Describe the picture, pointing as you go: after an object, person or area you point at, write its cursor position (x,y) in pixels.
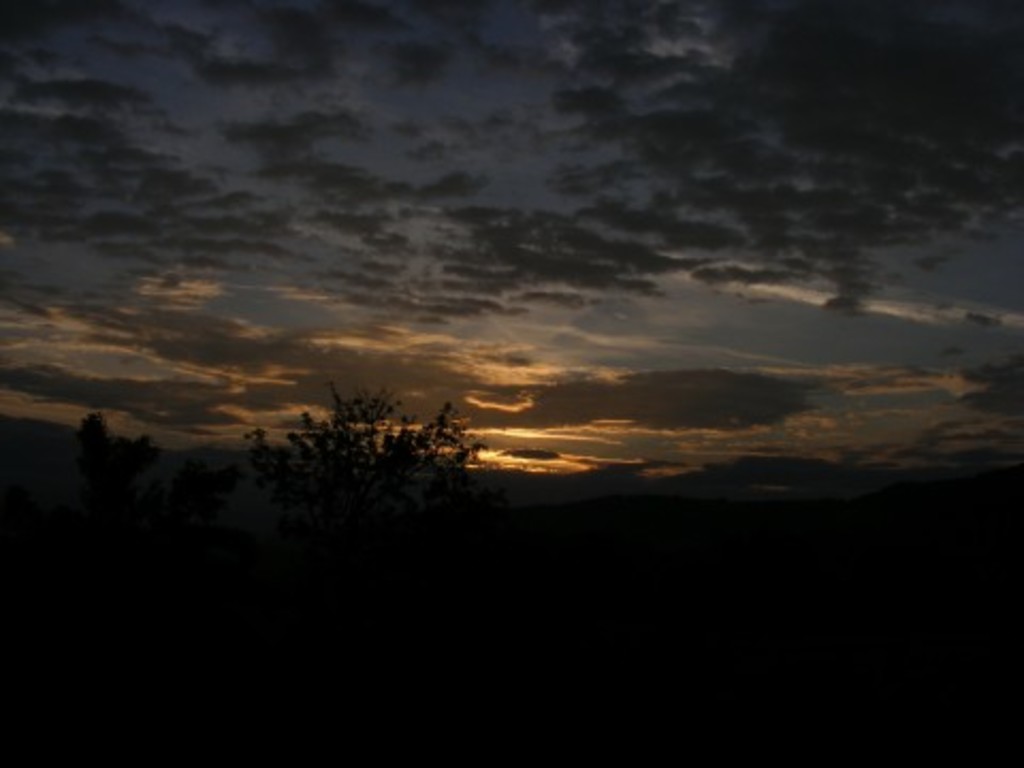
At the bottom (271,554) it is dark, in the middle (372,472) there are trees (338,497), at the top (305,248) there is the sky (484,226).
